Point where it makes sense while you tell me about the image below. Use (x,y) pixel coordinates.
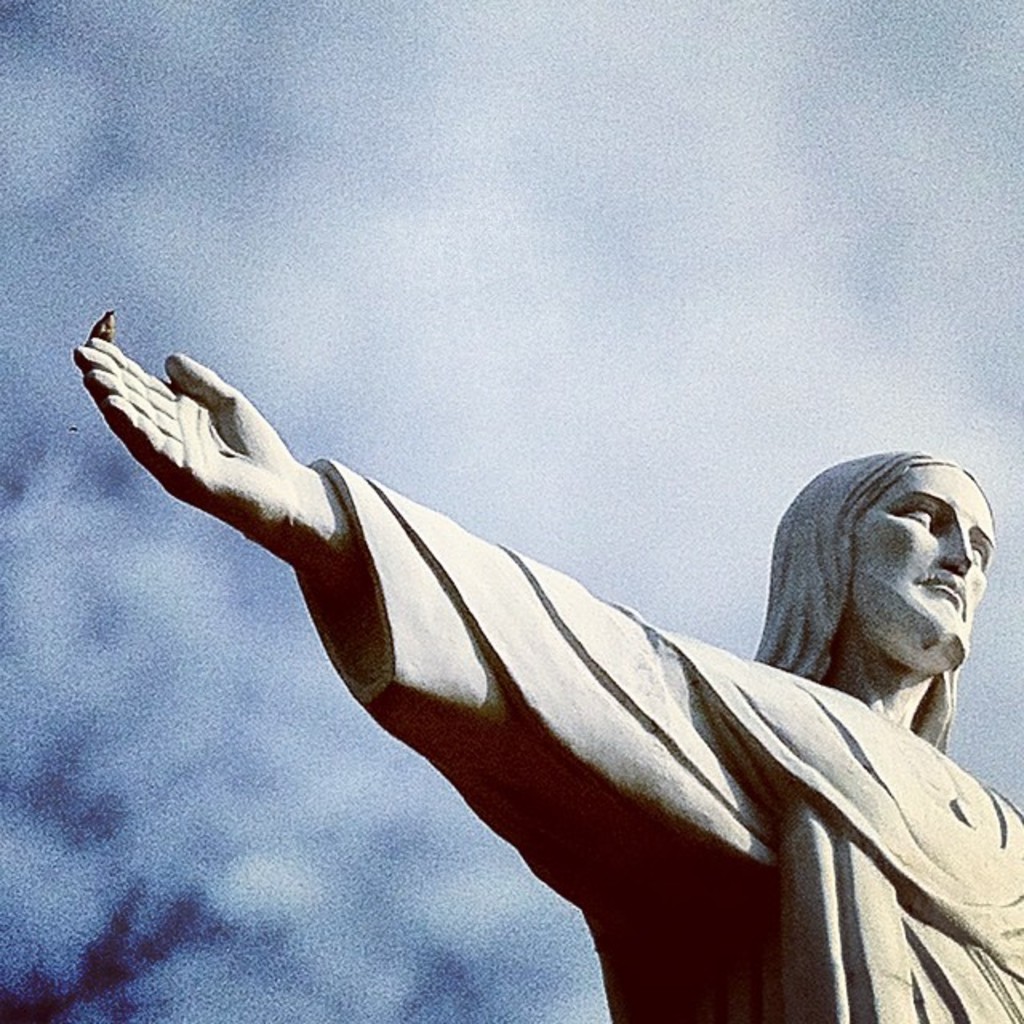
In this picture I can see there is a statue (113,359), there is a small bird (112,331) sitting on the hand (110,381) and the sky (123,767) is cloudy.
